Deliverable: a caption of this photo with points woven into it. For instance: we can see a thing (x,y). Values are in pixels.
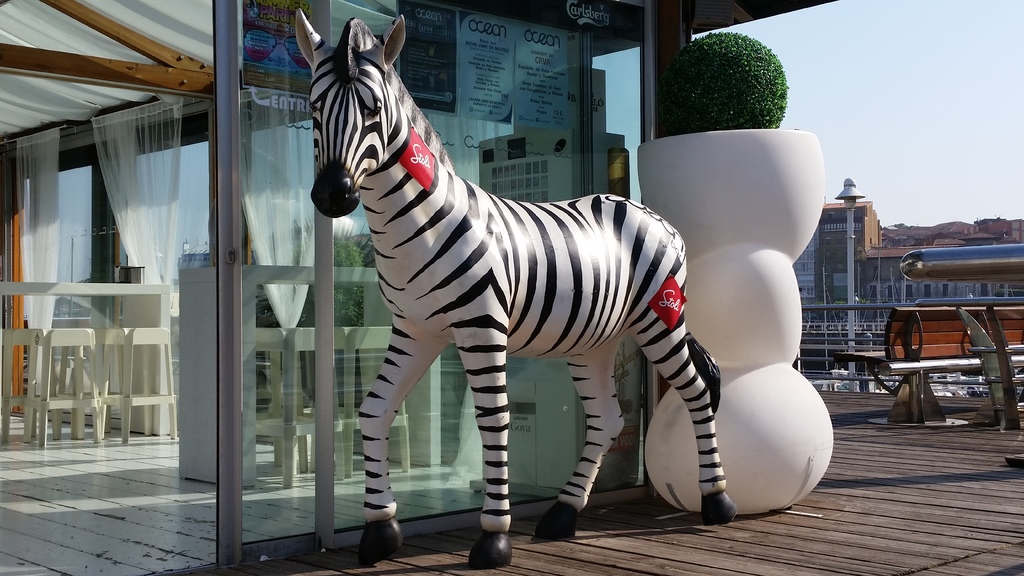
In this picture we can see a statue of a zebra (559,205) in the front (559,205), on the left side (288,378) there are chairs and curtains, on the right side (982,365) there is a chair (967,353), in the background (924,286) we can see a building (881,246), a pole (850,263) and a light (854,200), we can see a plant (740,112) in the middle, there is the sky (863,119) at the right top of the picture (900,91).
